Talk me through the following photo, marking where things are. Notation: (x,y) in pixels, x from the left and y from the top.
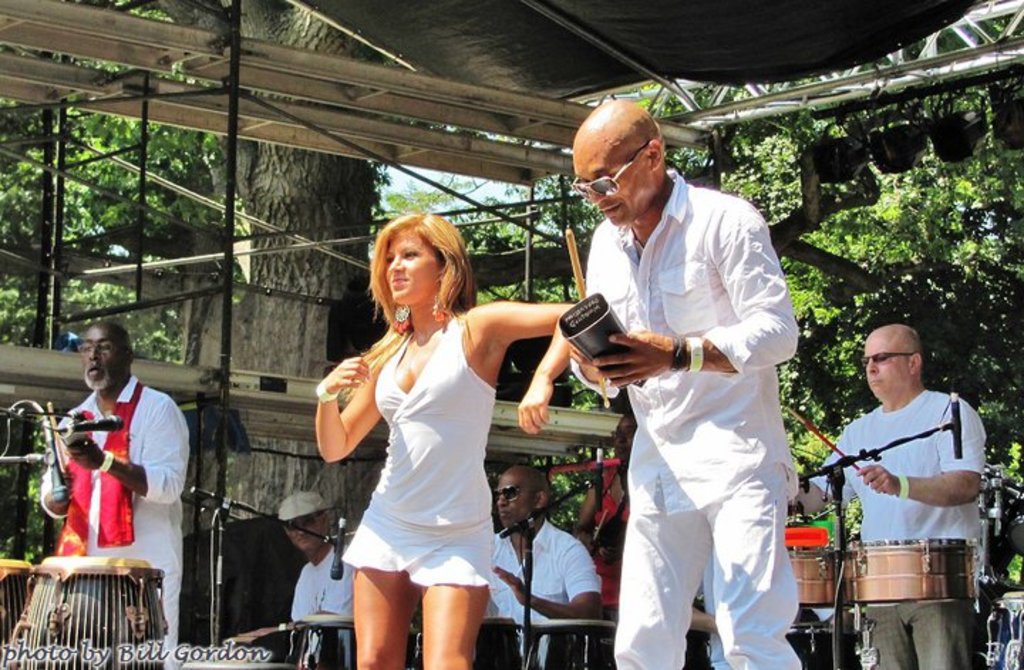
This is the picture of the outdoor stage (160,366). There is a group of a people (722,283). In the center (368,420) we have a woman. She is standing and she is smiling. On the right side (706,262) we have a person (715,272) he is standing he is holding like a stick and instrument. On the left side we have a person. his playing drums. The backside of the persons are playing drums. we can see in the background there is a tree (207,135), rod (233,124) and wooden stick (276,71).
